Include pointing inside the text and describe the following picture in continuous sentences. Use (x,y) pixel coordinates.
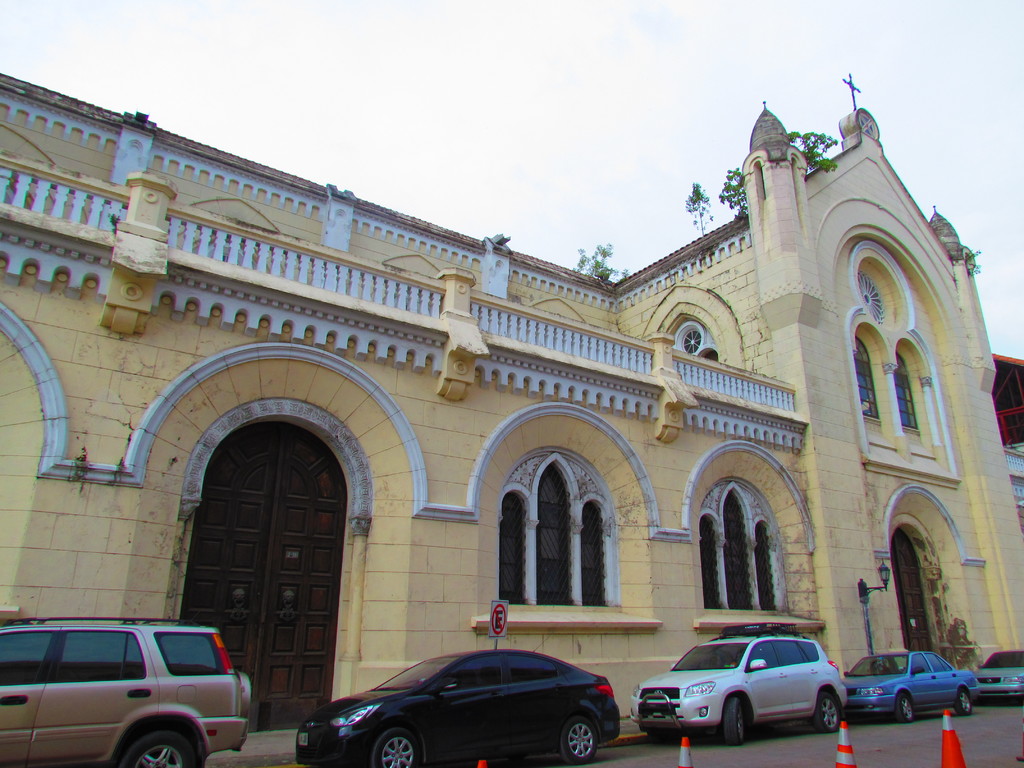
In this image we can see a building (507,425) with windows (600,536), door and a cross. We can also see some plants (582,267), a signboard (504,625) and a street lamp (883,574). On the bottom of the image (748,721) we can see some cars (747,691) parked aside on the road (975,718) and some traffic poles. On the backside (591,166) we can see the sky (551,160) which looks cloudy.
